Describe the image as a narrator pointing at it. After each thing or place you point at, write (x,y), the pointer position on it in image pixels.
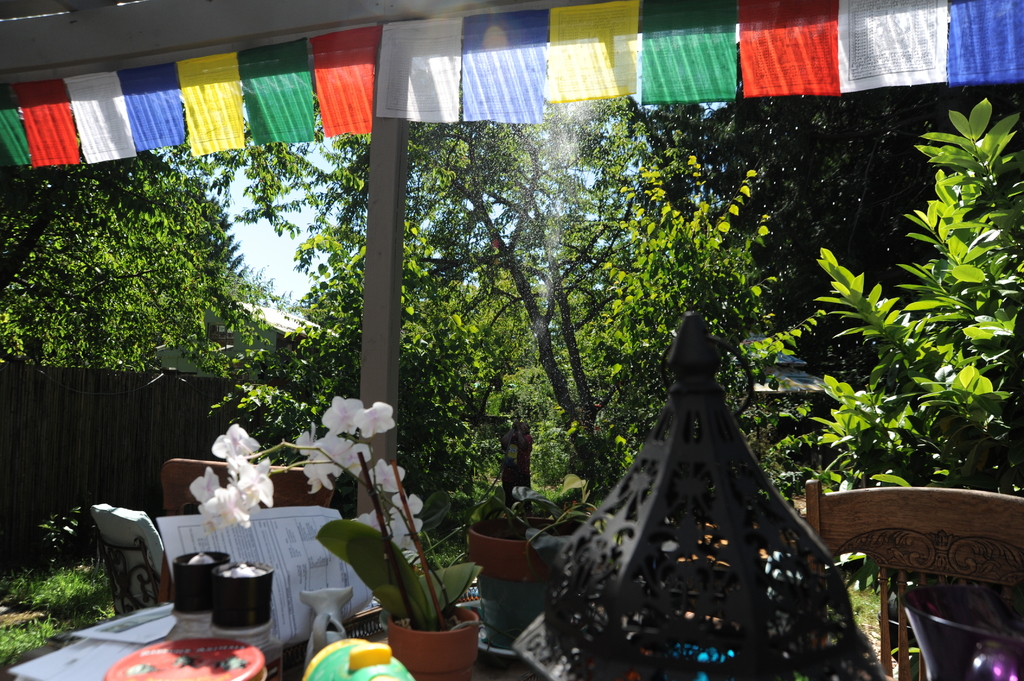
in this image i can see a table (357,634) and a chair (896,540). the table (357,634) consists of flower pot (424,626) which has white flowers (221,504), papers (278,557) and few other things (490,575). behind them there are many trees (581,255). at the top (493,86) there are many colorful clothes (476,68). at the bottom left (44,590) there is grass (31,597).
